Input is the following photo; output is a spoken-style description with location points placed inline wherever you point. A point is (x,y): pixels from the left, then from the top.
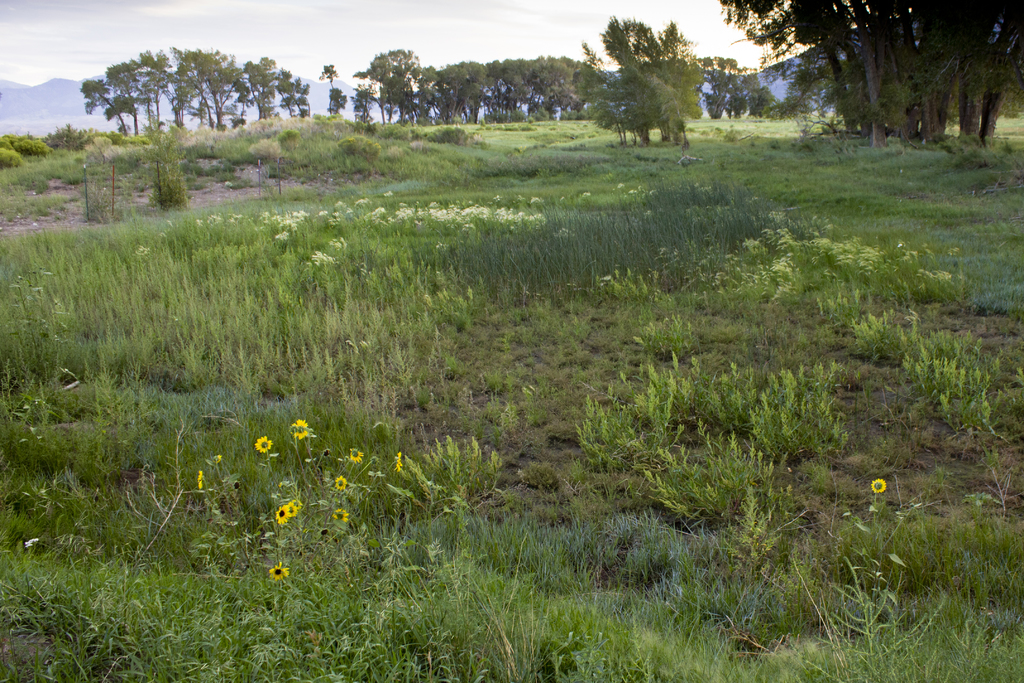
In the picture there is a lot of grass surface (643,193) and there are also few flowering plants (283,531) among the grass (286,338) and in the background (656,67) there are many trees (223,78).
